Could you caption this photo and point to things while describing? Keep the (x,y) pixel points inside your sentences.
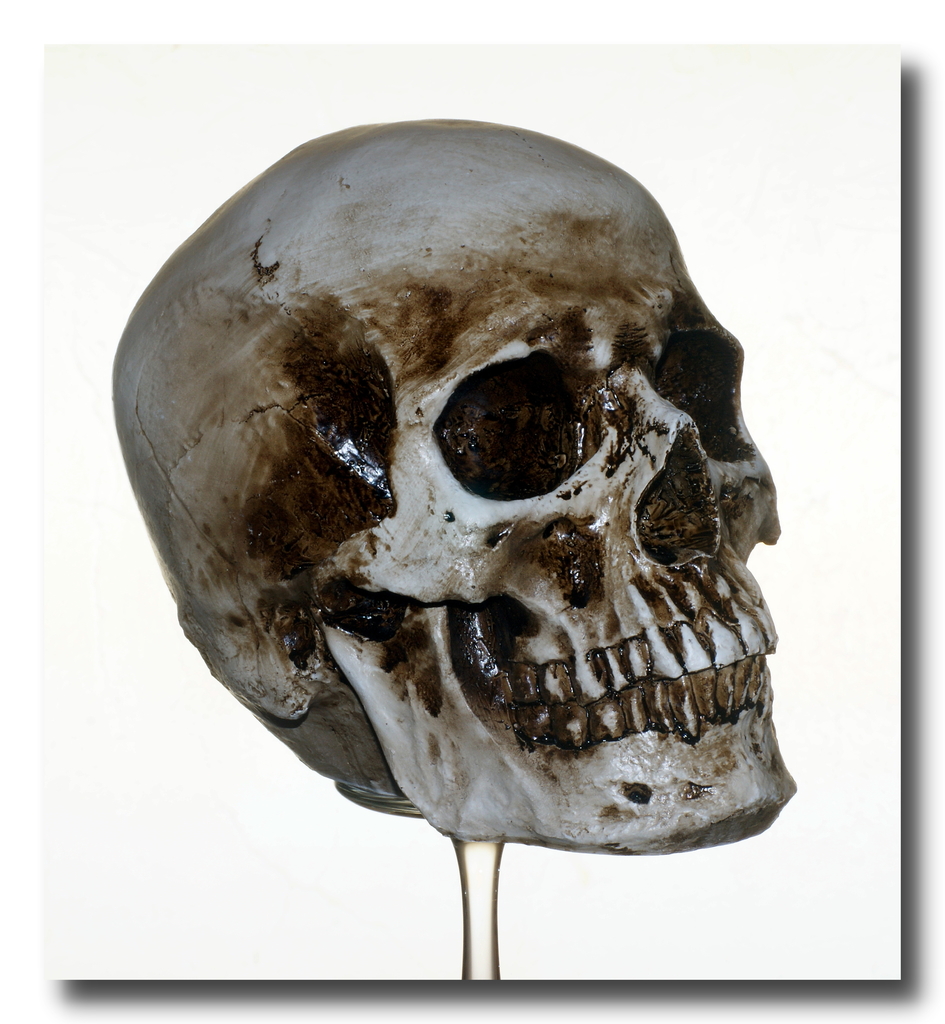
Here in this picture we can see a photo of a skull (331,607) present over there.
